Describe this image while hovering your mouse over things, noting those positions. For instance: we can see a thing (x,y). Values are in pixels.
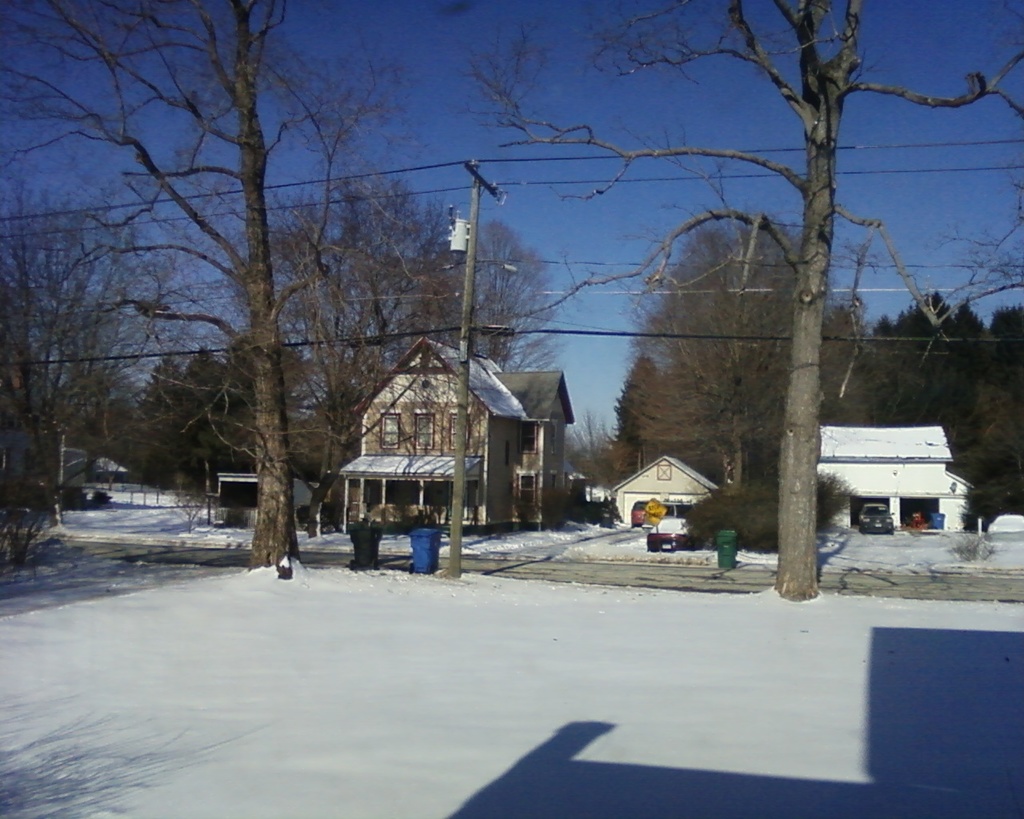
In this image we can see few house (690,484). There are few vehicles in the image. We can see the sky (601,122). There are many trees (811,497) and few plants (743,508) in the image. There is a snow (494,756) in the image. There is an electrical pole (467,324) and few cables (393,294) connected to it in the image.
